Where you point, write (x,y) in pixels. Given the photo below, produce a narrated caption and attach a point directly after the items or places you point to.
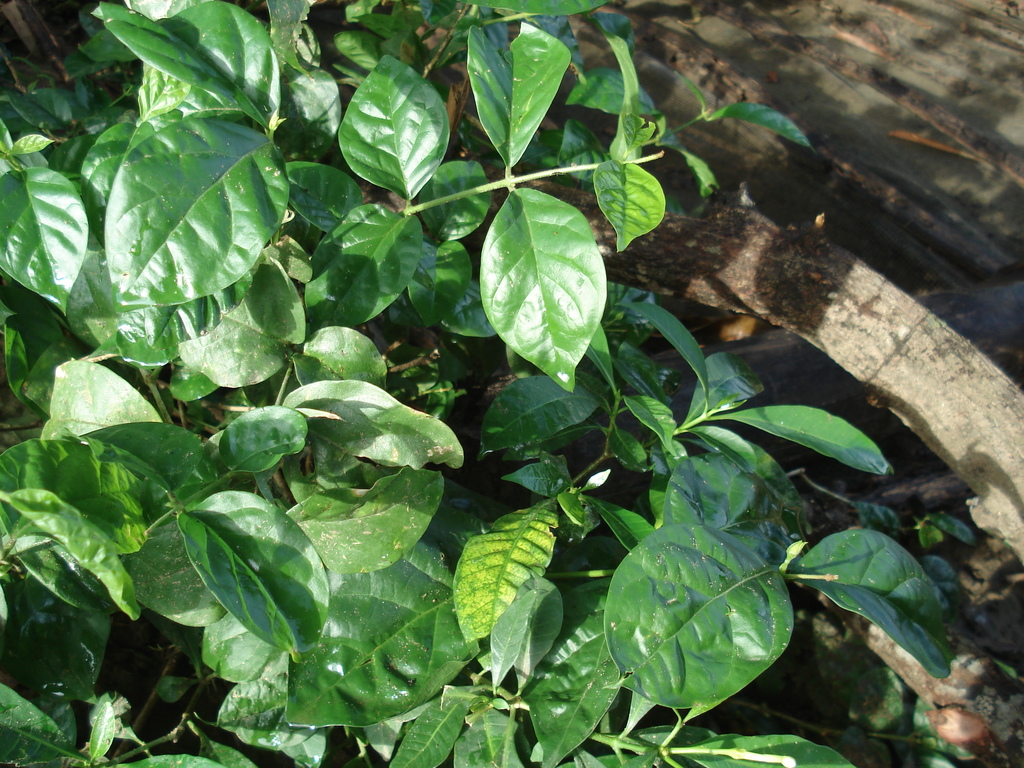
In this image I can see plants (539,484) and a tree trunk (805,265). This image is taken may be in a garden (206,451).
